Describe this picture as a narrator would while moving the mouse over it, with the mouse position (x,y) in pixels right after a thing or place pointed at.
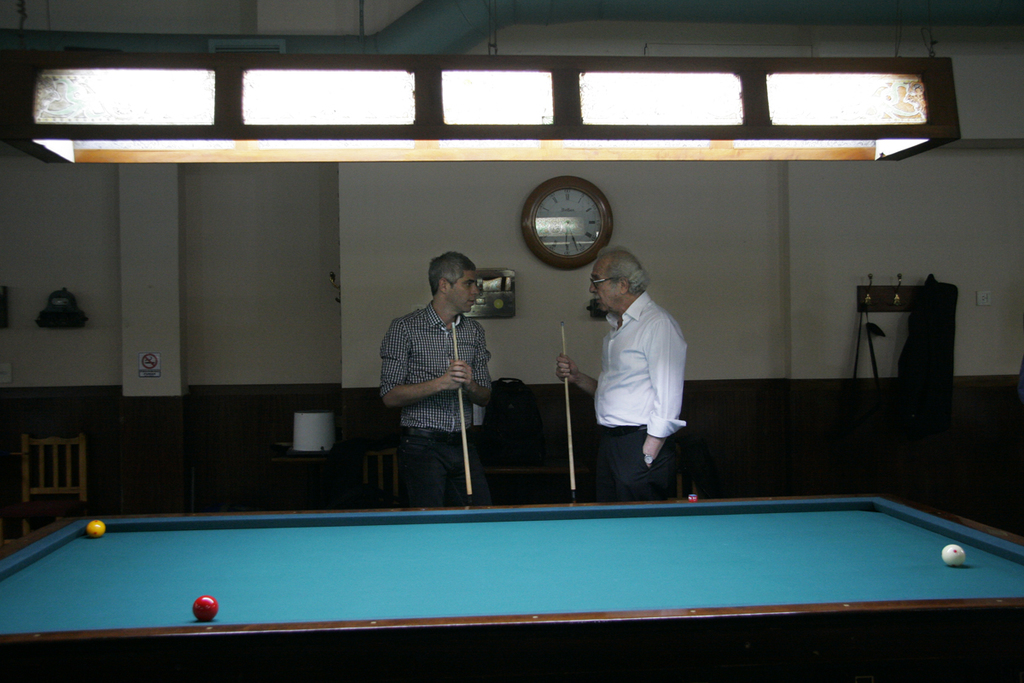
In the image in the center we can see billiards table (359,594). On table (309,585), we can see three different color balls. And we can see two persons (451,452) were standing and holding stick (566,393). In the background (517,243) we can see wall (353,417), wall clock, hanger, cloth (927,309), bag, white color object (296,423), sign board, pillar (126,376), chair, lights (285,143) and few other objects (425,26).
